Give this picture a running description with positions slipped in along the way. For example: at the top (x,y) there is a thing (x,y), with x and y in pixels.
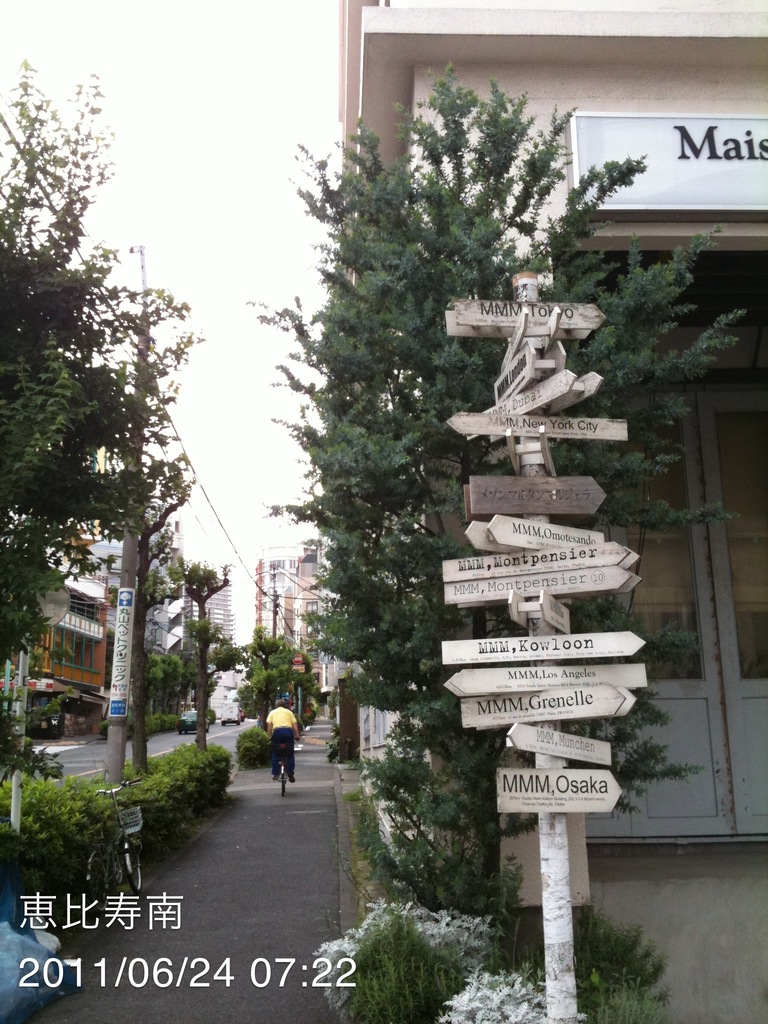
In this image we can see a pole (561,964) to which many sign boards (530,556) are attached, a person (276,733) riding on a bicycle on the road (256,825), sky (210,379), trees (79,403), street poles (128,669), bushes (81,822) and buildings (562,115).
